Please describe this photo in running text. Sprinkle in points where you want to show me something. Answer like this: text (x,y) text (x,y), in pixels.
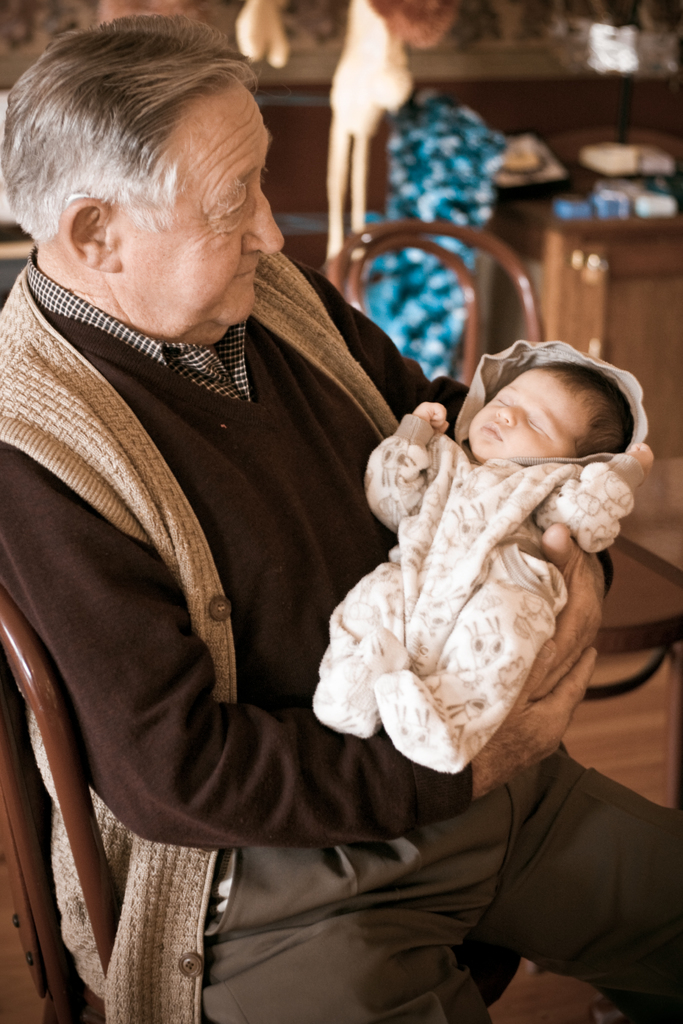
In this picture I can see a man (89,453) seated on the chair (33,679) and holding a baby (488,573) in his hand (565,577) and I can see another chair (466,339) on the side and I can see few items (587,250) on the back (425,125).
